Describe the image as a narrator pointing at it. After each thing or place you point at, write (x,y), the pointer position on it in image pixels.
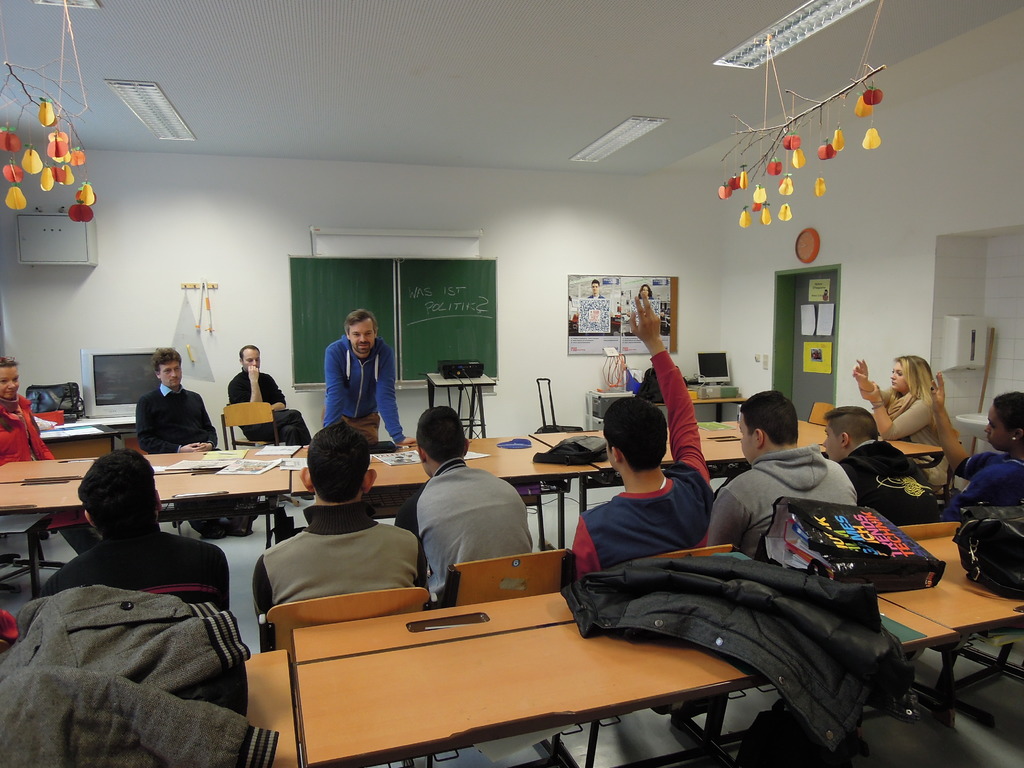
Here we can see a few people (522,533) who are sitting on a chair (427,590) and there are two persons (706,533) who raise their hand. There is a person (398,424) standing in the center (366,436) and he is smiling. In the background (297,285) we can see a board (431,313), a projector (460,376) on the table (479,391) and computer (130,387).
